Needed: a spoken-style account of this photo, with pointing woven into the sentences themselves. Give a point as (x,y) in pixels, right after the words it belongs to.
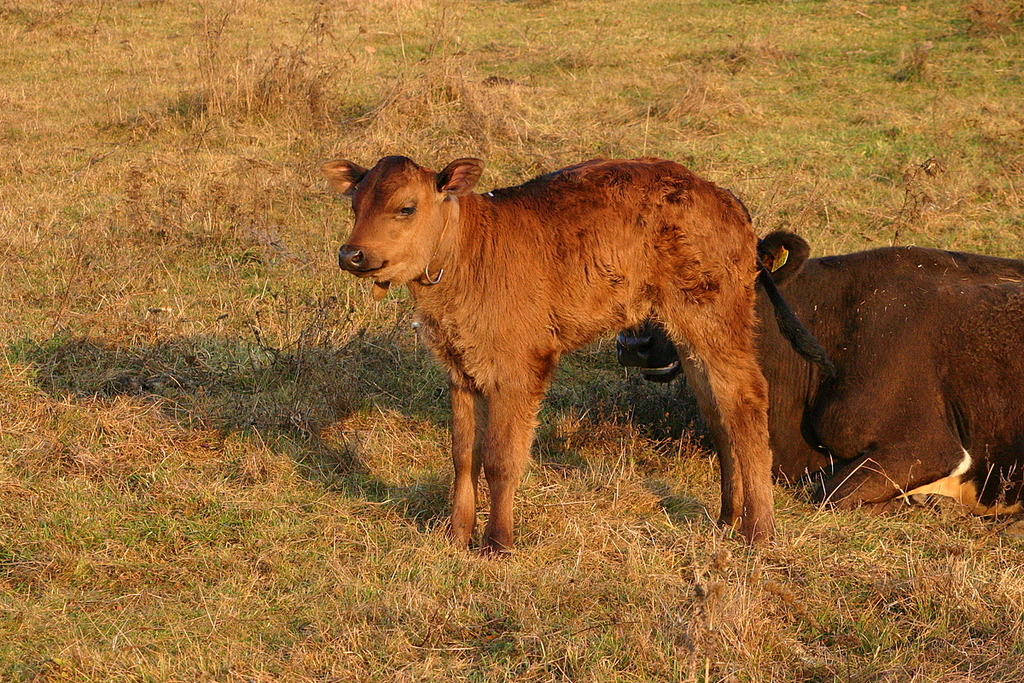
In the center of the picture (471,280) there is a calf (729,395). On the right (900,254) there is a cow (760,291). In this picture there are shrubs (227,60) and grass (630,141).
